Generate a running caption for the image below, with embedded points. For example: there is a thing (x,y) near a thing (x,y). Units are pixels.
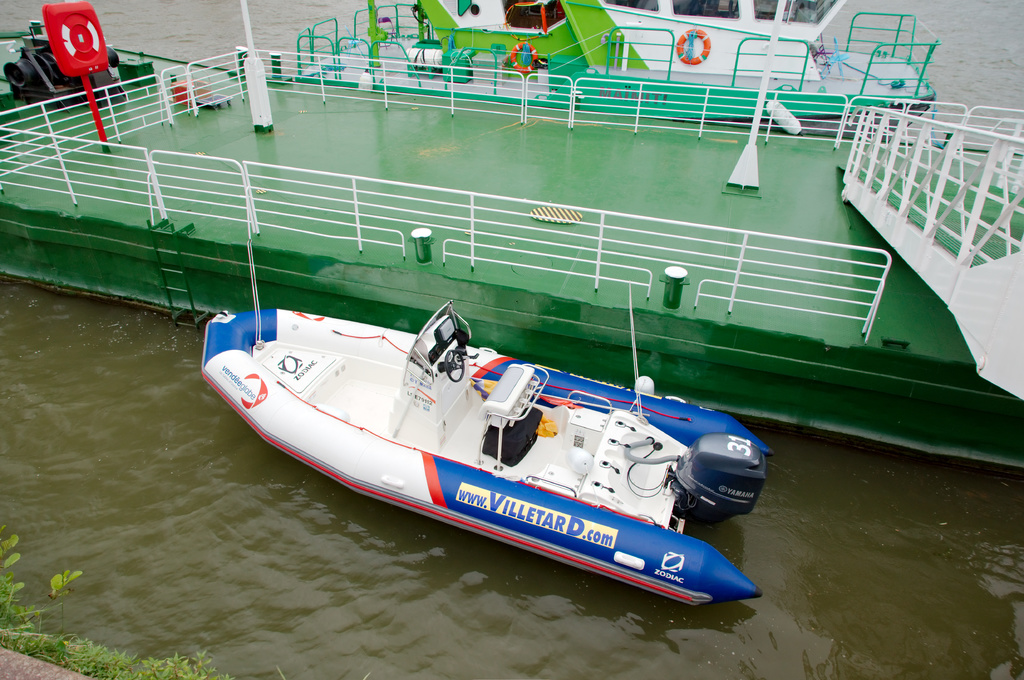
There is a boat (456,474) present on the surface of water (447,531) as we can see at the bottom of this image (318,484). There is a dock (292,157) in the middle of this image (520,269).
